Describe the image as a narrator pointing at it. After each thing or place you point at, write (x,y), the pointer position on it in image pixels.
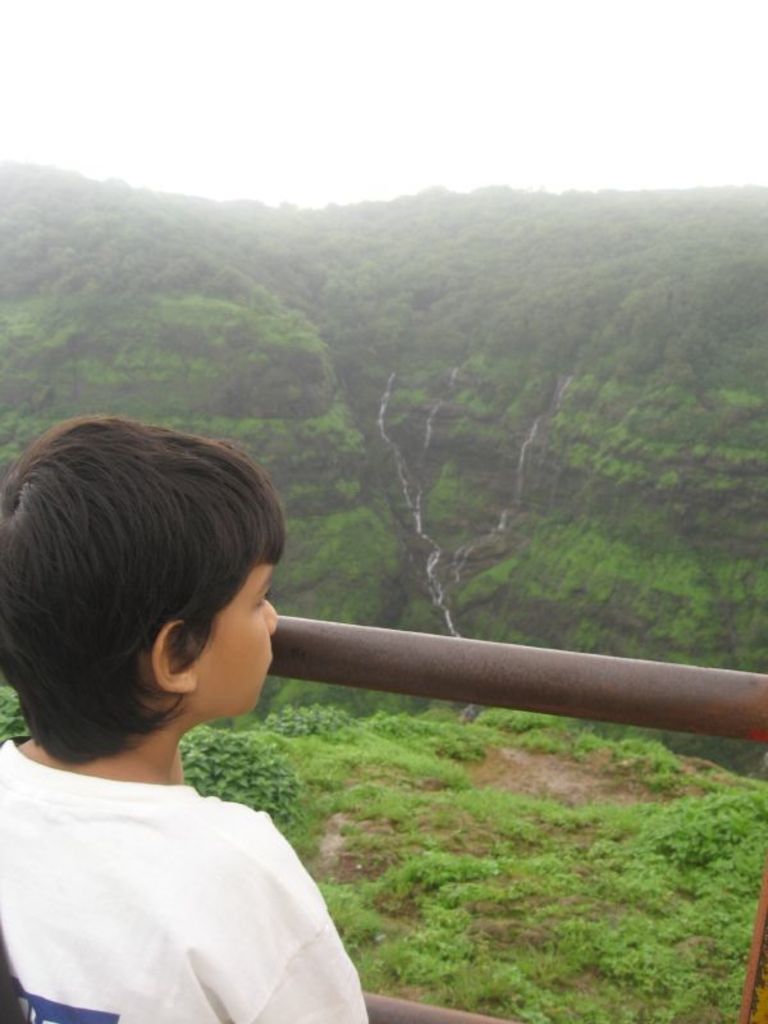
In this image we can see a child (259,983) wearing white T-shirt (199,1006) is standing near the fence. Here we can see the trees (753,290), hills (346,481), waterfall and the sky (101,92) in the background (212,304).
